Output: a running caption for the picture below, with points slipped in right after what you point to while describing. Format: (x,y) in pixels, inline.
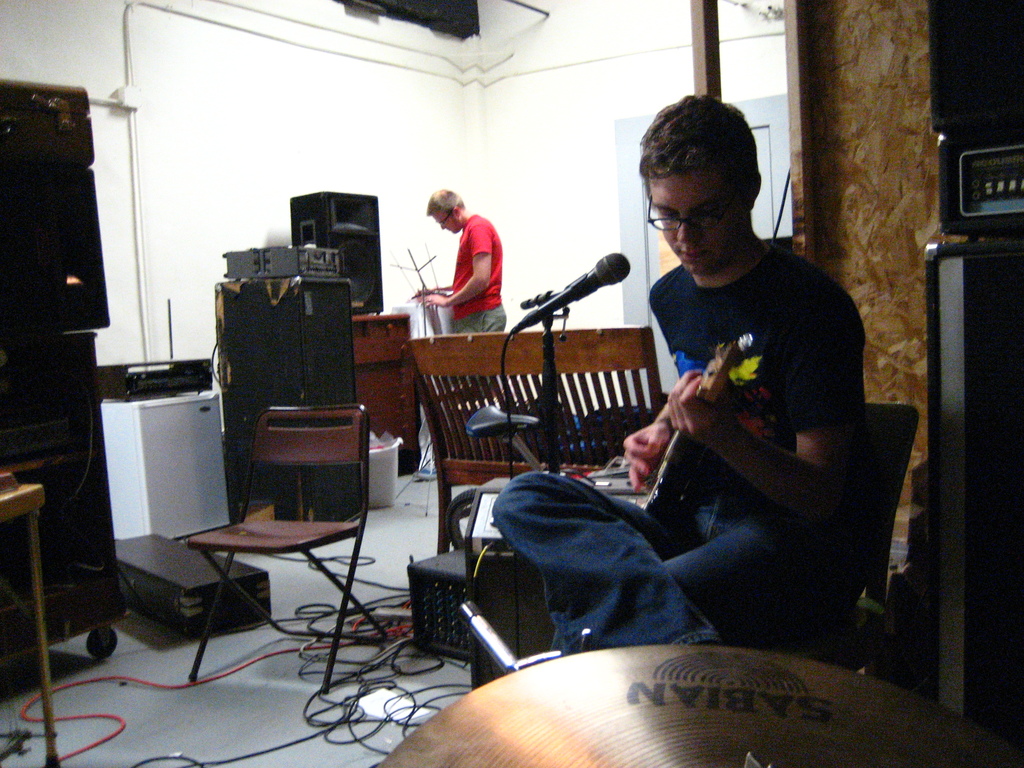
A man (830,418) is sitting in the dark color chair (863,468) and playing the guitar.
